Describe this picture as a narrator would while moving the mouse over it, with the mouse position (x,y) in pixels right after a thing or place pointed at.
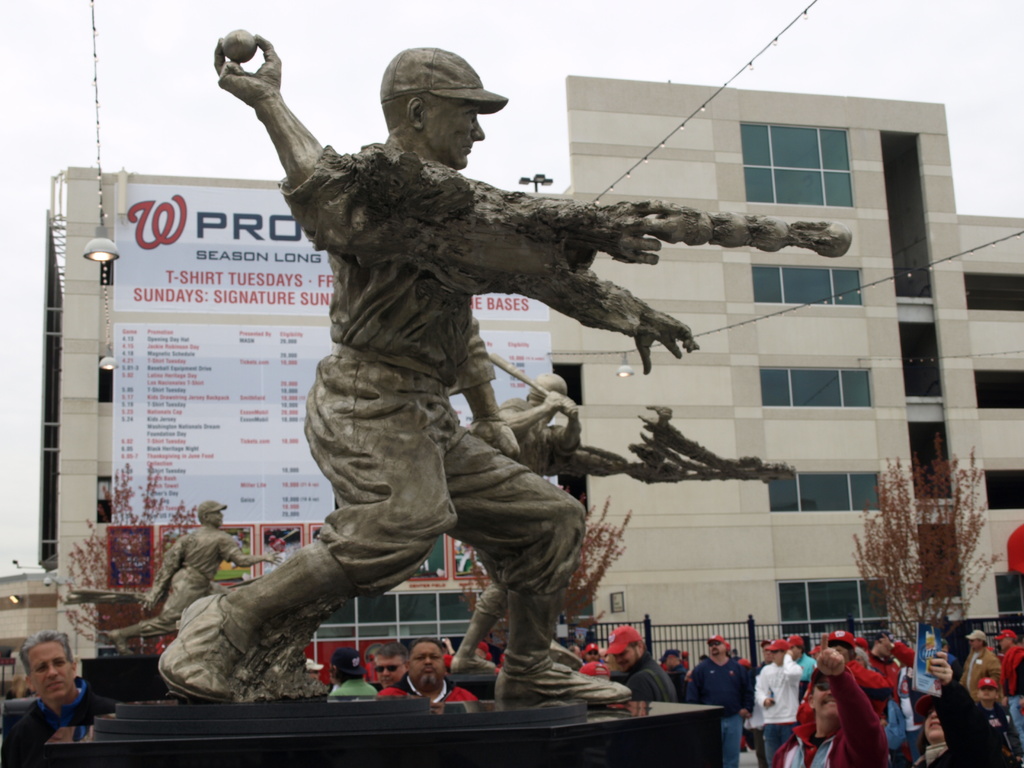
In this image I can see the statues (367,452) which are in grey color. And I can see the group of people (728,704) are standing and wearing the different color dresses (627,679). I can see few people (715,651) with the red color caps (720,641). In the back (746,546) there are trees (973,518) and the building (552,313). There is a white color board (225,328) can be seen in-front of the building (96,407). In the back (831,72) I can see the white sky (530,107).
